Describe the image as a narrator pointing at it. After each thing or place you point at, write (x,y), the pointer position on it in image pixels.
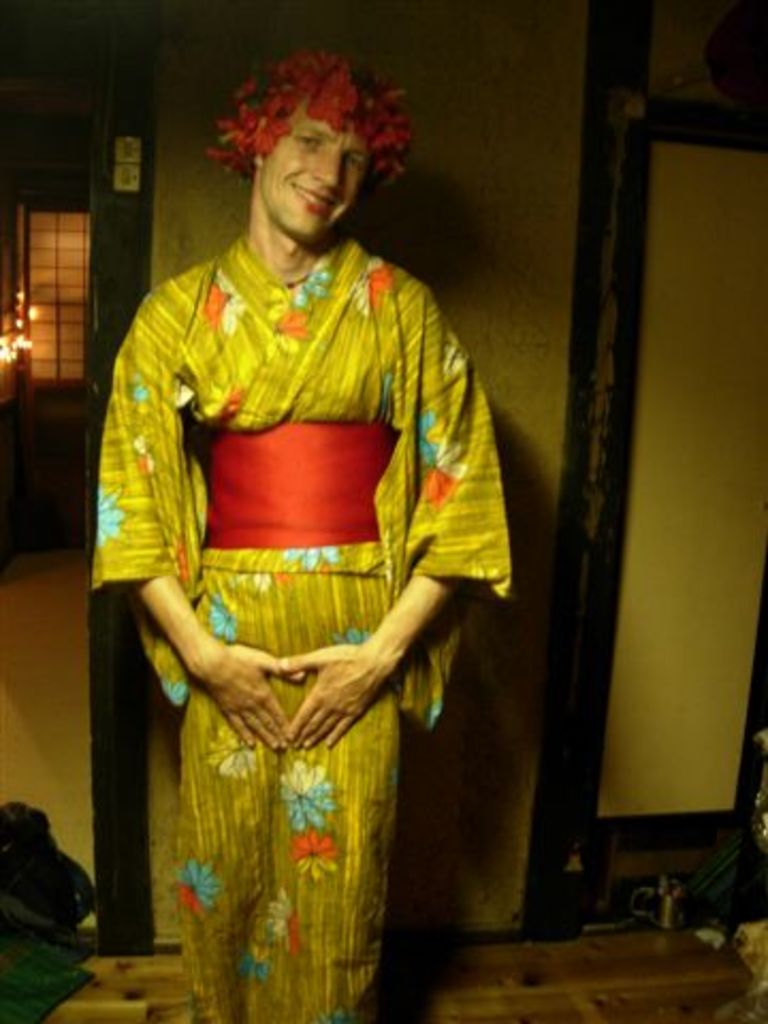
In the center of the image (405,464), we can see a person (340,503) standing and wearing costume (294,523). In the background (502,91), there is a wall (180,215) and we can see a window (48,325) and some lights (17,344). At the bottom (33,885), there are some objects (730,865) on the floor (589,989).
